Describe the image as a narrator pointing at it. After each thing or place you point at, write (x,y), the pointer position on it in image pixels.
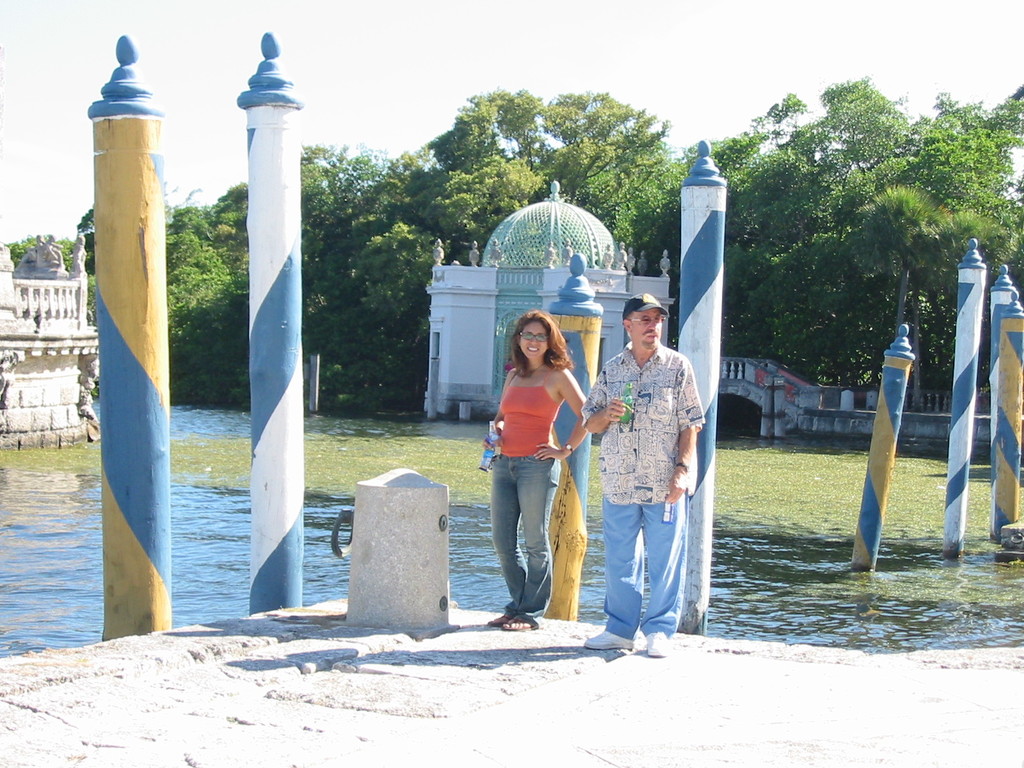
In the foreground of the picture (551,437) there are poles (161,505), cement platform (485,667), people (547,558) and other objects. In the middle of the picture (485,492) there is a water body (20,524). In the background (517,240) there are trees (392,286) and some constructions (627,261). At the top (401,37) there is sky (325,20).
